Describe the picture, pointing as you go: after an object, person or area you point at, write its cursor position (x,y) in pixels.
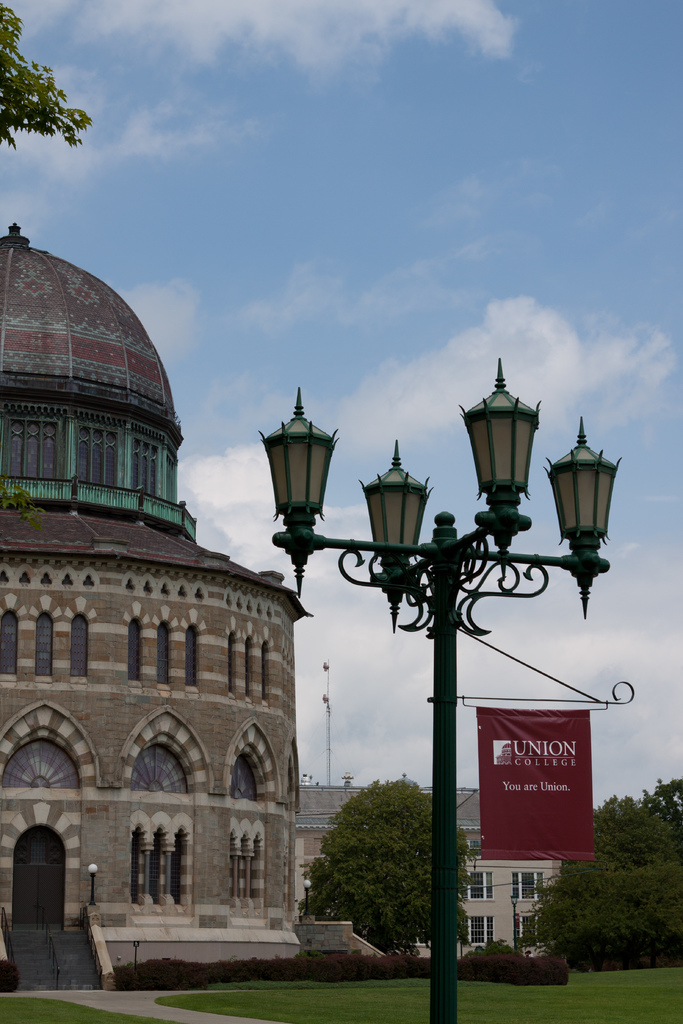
In the foreground of this image (438,972), there is a pole (447,793) and a banner (530,787). In the background (165,724), there is a building (152,704), plants (346,974), grass (649,1012), trees (580,884) and at the top (383,90), there is the sky (349,54) and the cloud (278,44).
